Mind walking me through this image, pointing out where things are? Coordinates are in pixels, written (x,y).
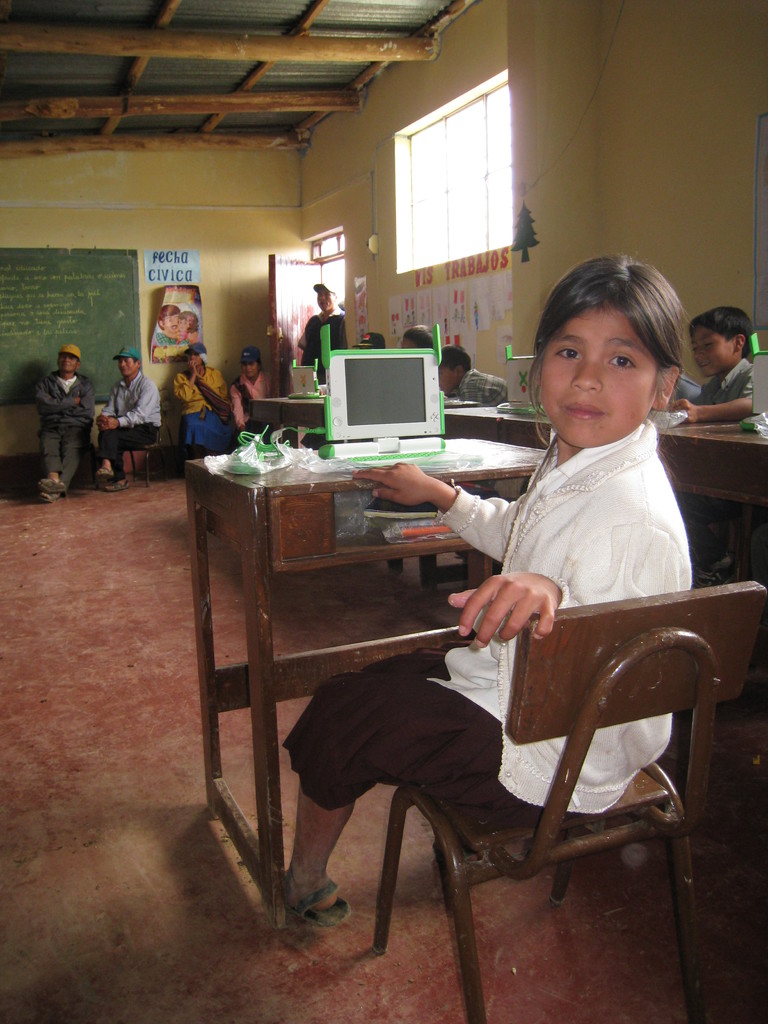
As we can see in the image there are few people (408,663) sitting on chairs (561,767). In front of them there is a table (262,531) and laptop (380,385) over here and there is a yellow color wall (161,178) over here.
